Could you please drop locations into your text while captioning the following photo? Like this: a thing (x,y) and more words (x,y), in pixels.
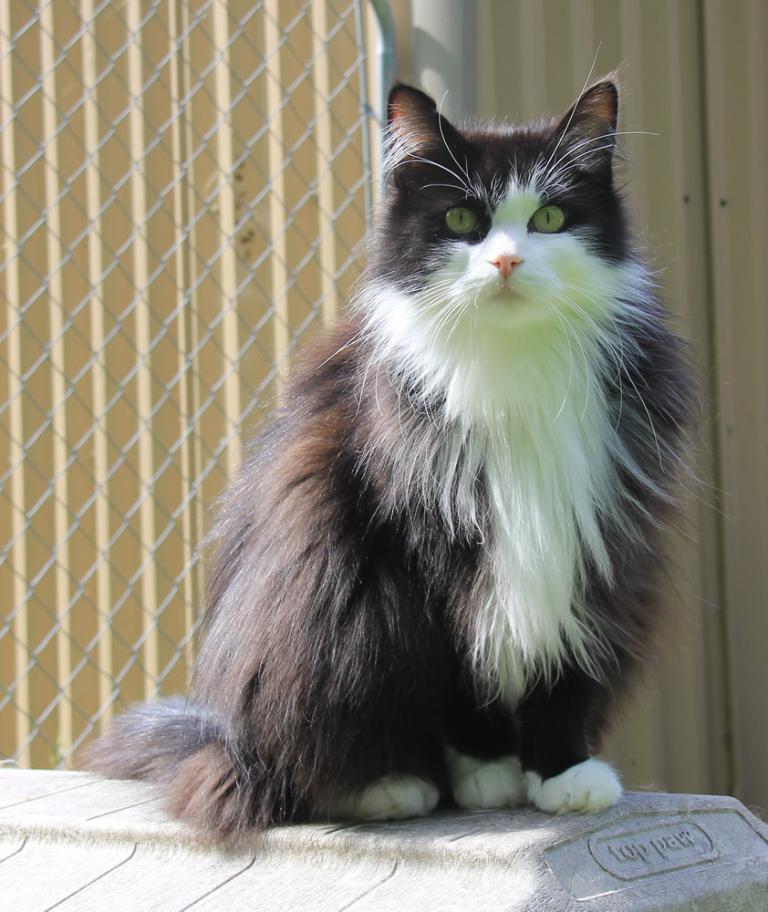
In this image there is a cat (383,727) sitting on a wall (353,832). There is text (662,846) on the wall (690,817). Behind it there is a fence (251,82).
